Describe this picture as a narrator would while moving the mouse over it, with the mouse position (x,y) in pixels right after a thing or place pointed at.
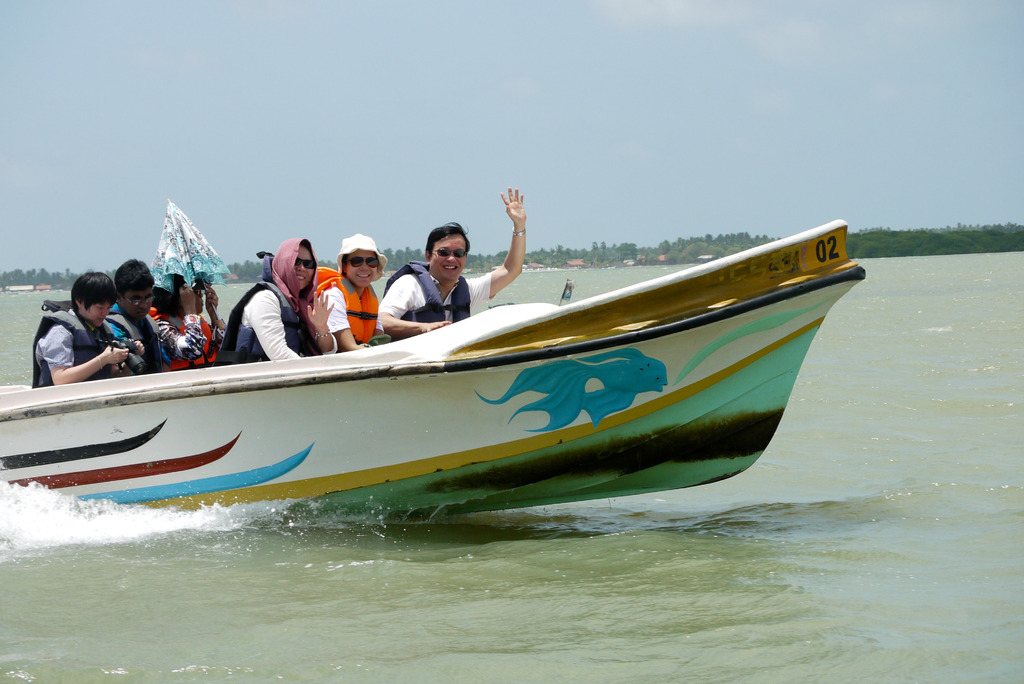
In the center of the image (566,308) there is a boat (513,324) in which there are people (253,318). At the bottom of the image (329,571) there is water (696,571). In the background of the image (677,251) there are trees (30,279). At the top of the image (531,113) there is sky (226,119).
